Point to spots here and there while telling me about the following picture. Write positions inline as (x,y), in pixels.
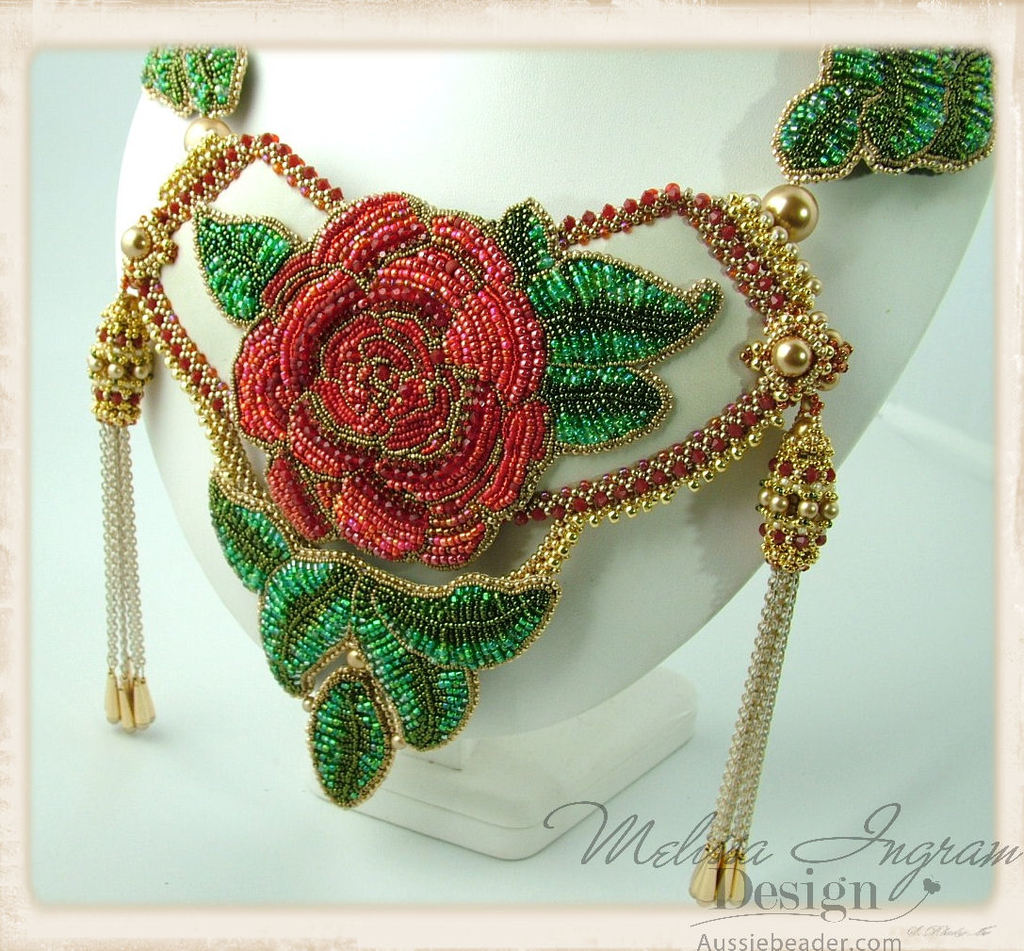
In this image, we can see a jewelry item (452,275) on the white color object (427,53).
